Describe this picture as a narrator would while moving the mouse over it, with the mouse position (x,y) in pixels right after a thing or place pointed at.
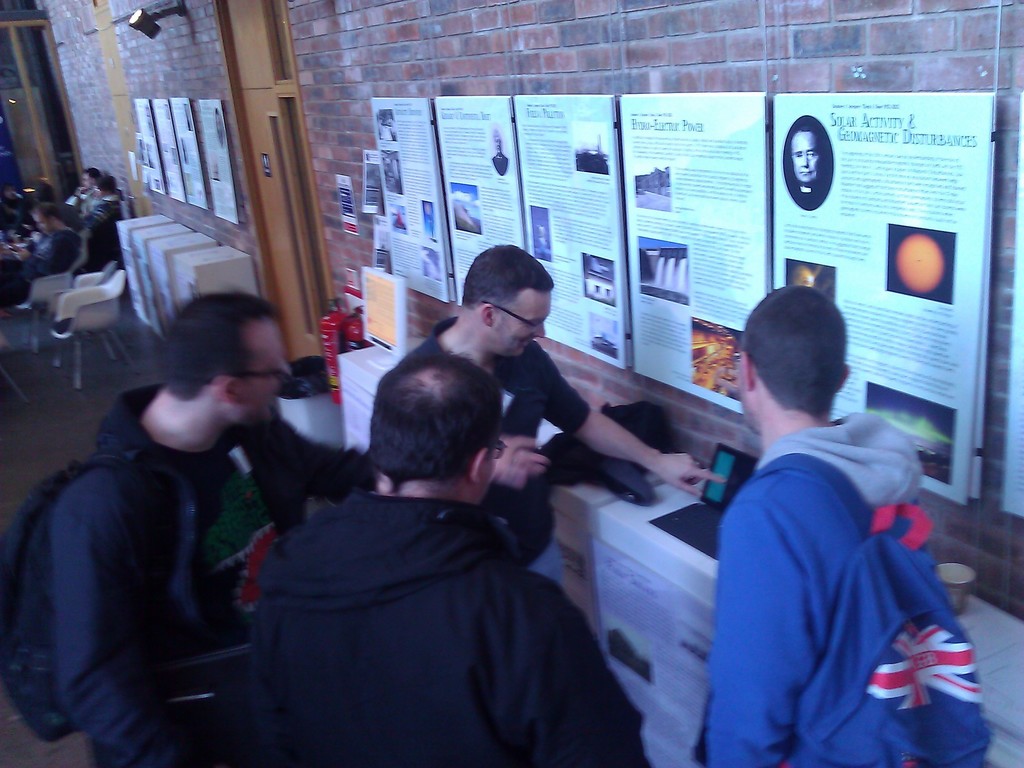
There are four men (799,653) standing. These are the frames (420,154) attached to the wall (429,52). I can see a laptop (694,504) and a bag (645,497) are placed on the table (605,507). These are the fire extinguishers (329,333). This is the monitor (372,270). I can see few people (68,244) sitting on the chairs (80,276). This looks like a wooden door (274,266). I think this is the dustbin (327,411). Here is the lamp (162,17) attached to the wall (186,20).
